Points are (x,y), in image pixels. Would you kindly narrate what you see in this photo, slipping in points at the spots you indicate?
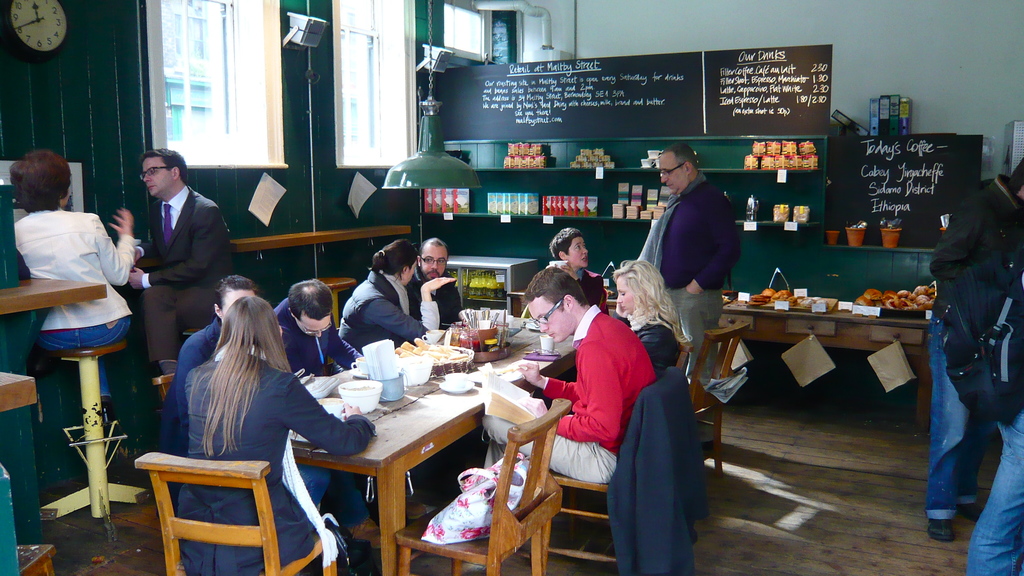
This image is clicked inside a room (428,363). There is a table (382,443) and chairs (537,545) around the table (390,429). On the table (445,405) there are bowl (371,404), basket (454,370), Cup (542,338), tissues (373,356). People (418,320) are sitting on chairs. There is a light (398,177) on the top (389,187), there is a wall clock (44,5) on the left side (25,63) top corner. There are blackboards (801,108) in this image. There is something written on those blackboards (893,179). There are two persons (960,506) on the right side (962,464).
